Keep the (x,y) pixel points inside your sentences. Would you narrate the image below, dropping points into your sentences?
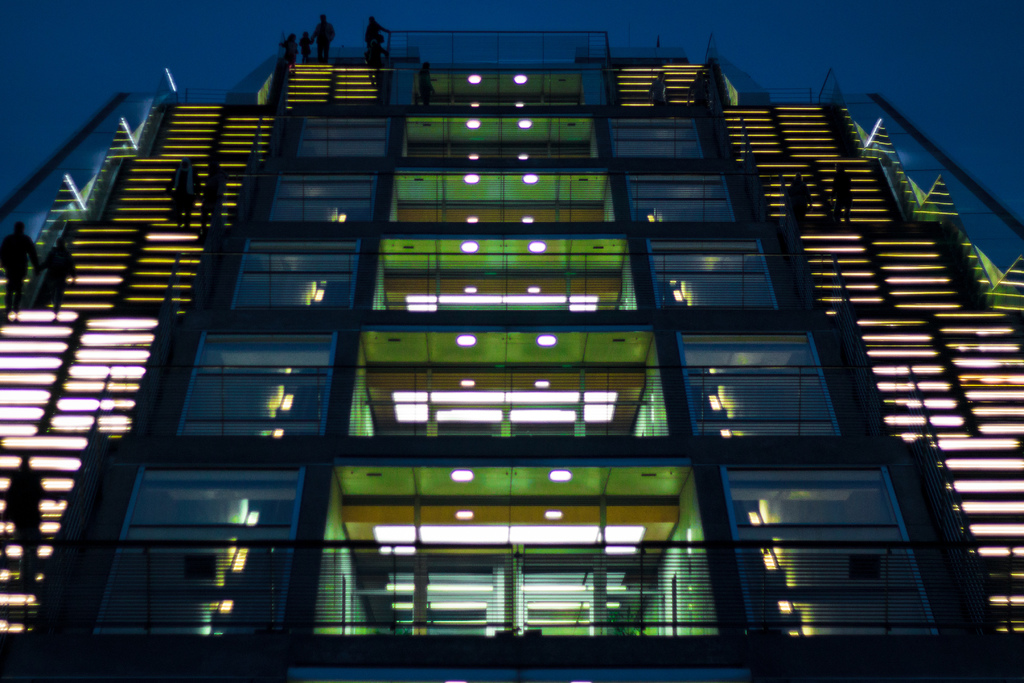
This is an image clicked in the dark. Here I can see a building (499,281). On the right (944,230) and left sides of the image I can see few people (62,248) are walking on the stairs (66,383). At the top (827,22), I can see the sky (775,22).
